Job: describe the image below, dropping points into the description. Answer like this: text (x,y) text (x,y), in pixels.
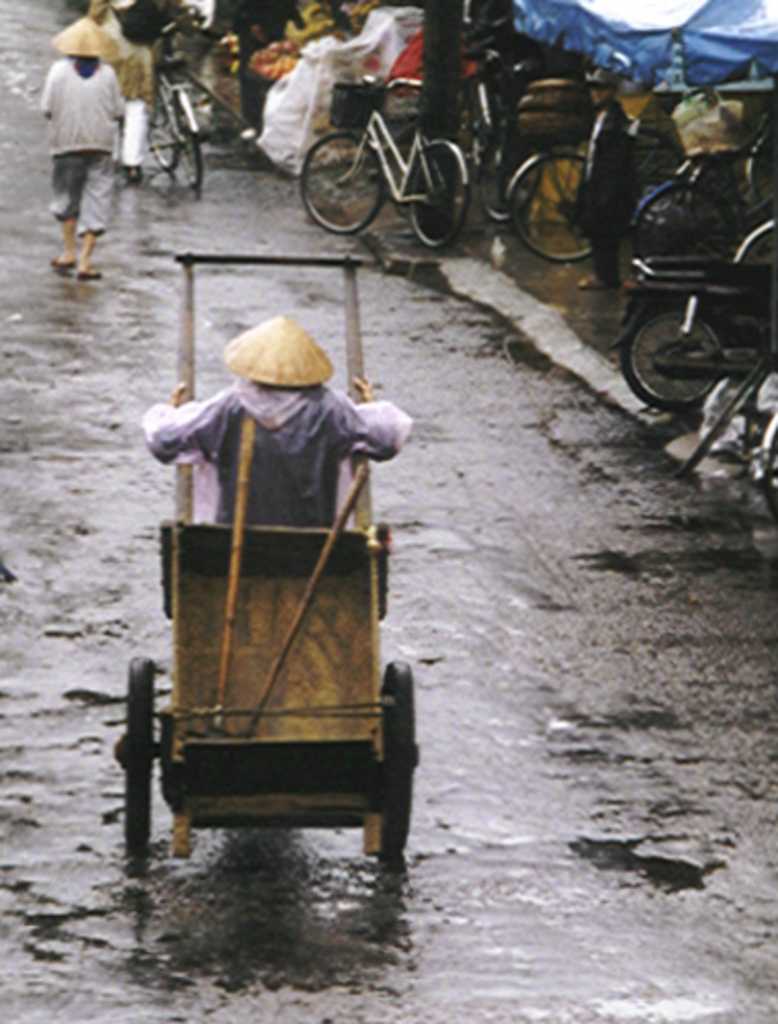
In this image in the center (280,560) there is a person (309,513) holding a trolley (269,587) and walking. In the background (139,99) there are persons (117,113) walking and there are bicycles (521,185) and there are objects (626,64).
